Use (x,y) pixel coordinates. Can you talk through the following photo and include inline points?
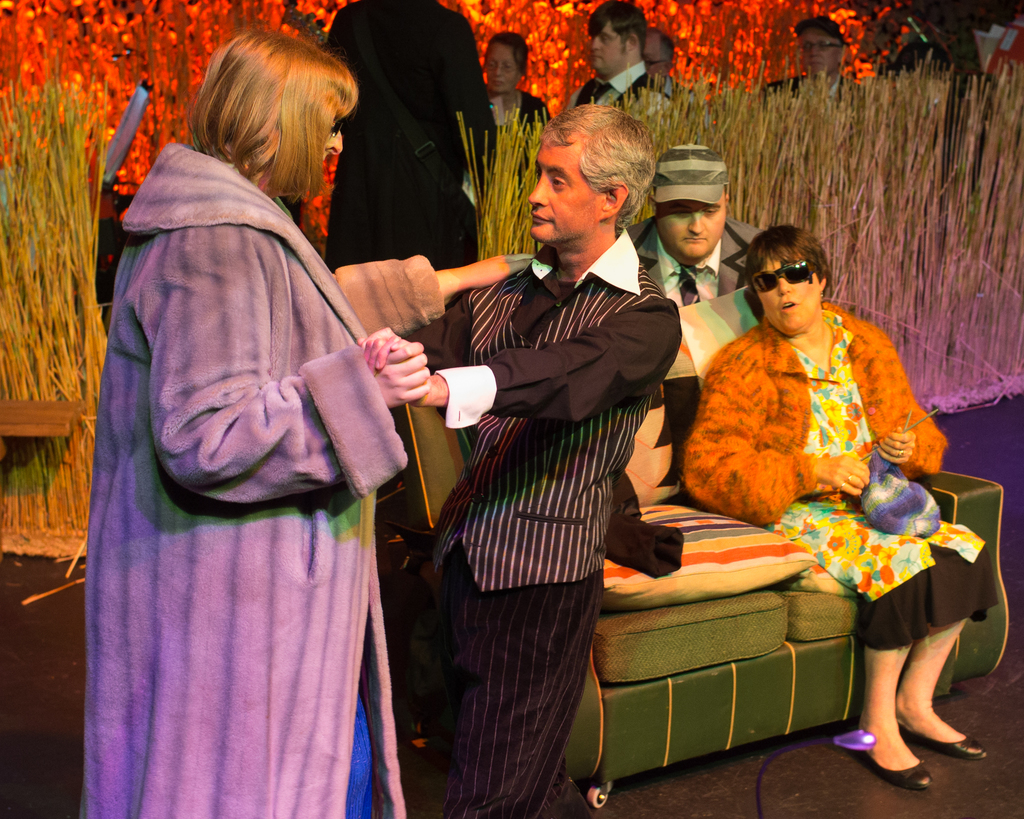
In this picture we can see some people (217,369) are standing and some people (686,222) are sitting on the couch (683,319). Behind the people (307,252) there is the dry grass (53,270) and other items (771,32).
